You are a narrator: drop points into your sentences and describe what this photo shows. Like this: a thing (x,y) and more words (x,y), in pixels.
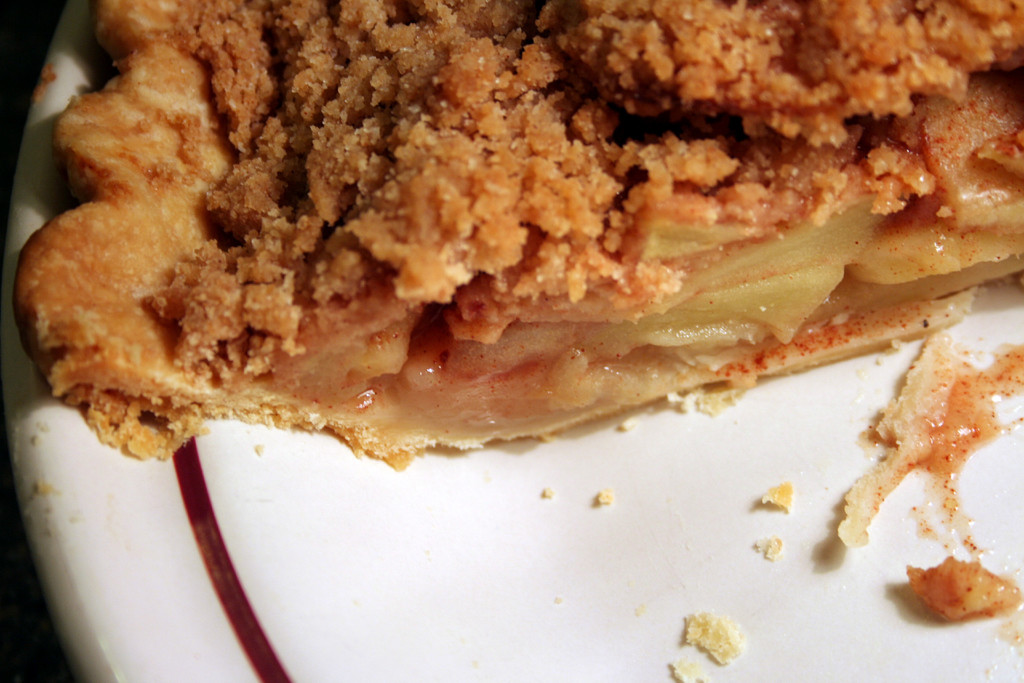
This image consist of food (728,334) which is on the plate (576,539).
